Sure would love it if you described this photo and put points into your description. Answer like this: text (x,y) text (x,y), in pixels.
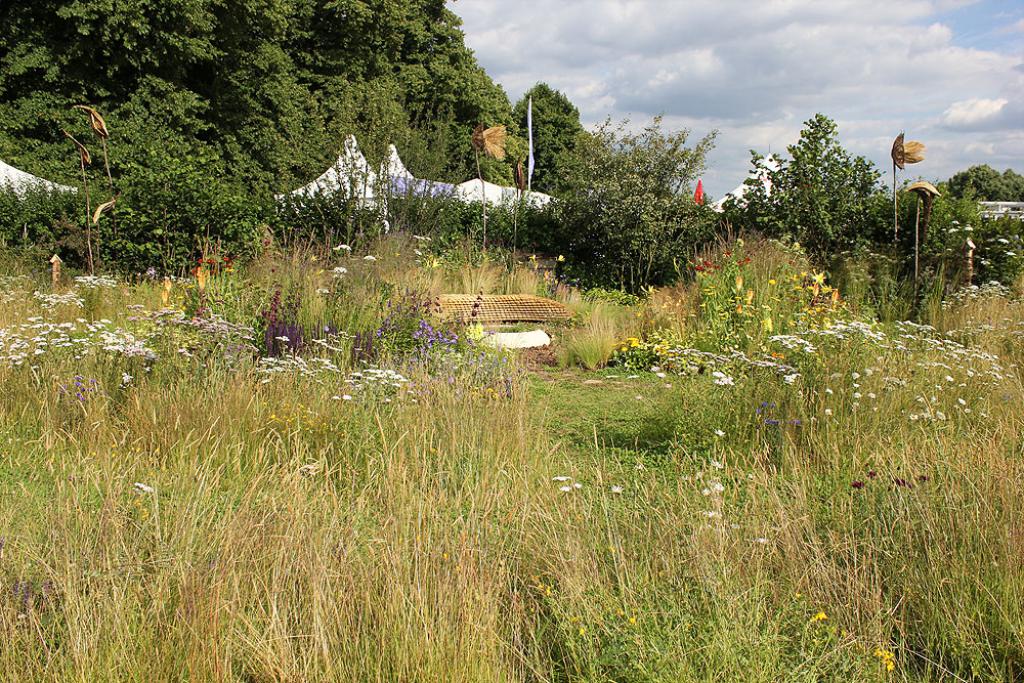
In this image we can see grass (38,560), flowers (308,345), small plants (679,291), tents (379,192), trees (263,178) and the sky (874,45) with clouds (650,45) in the background (712,145).
